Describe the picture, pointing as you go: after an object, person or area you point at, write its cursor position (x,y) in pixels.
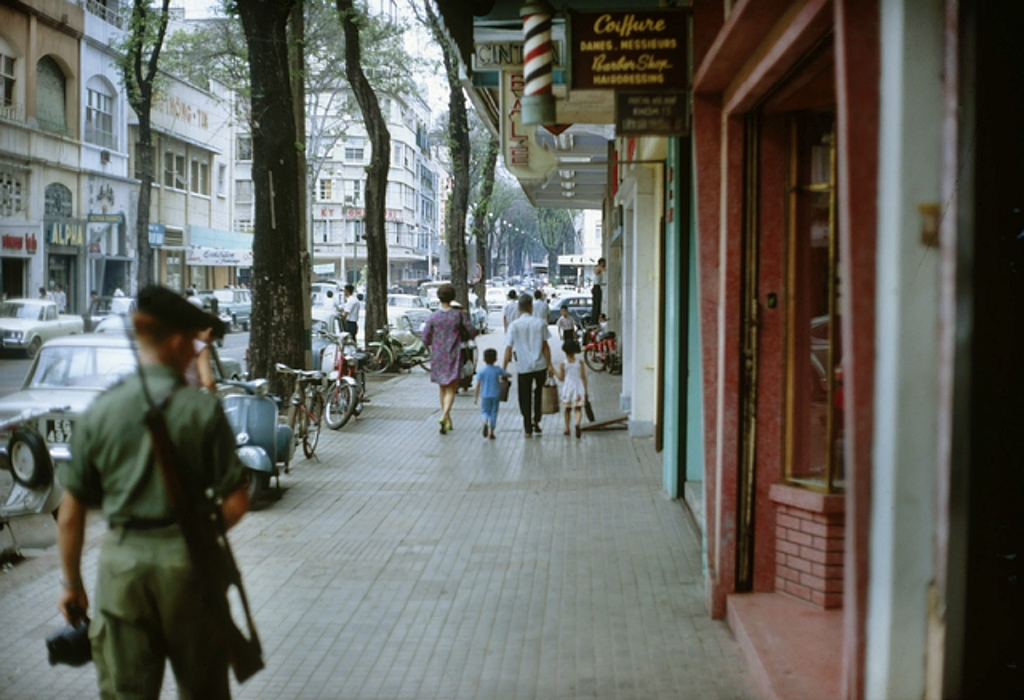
The picture is clicked outside a city. In the center of the picture (355,438) it is footpath (524,437), on the footpath (343,449) there are bicycles (296,402), vehicles (262,415) and people (495,415) walking. Towards left (187,38) there are trees (270,119), buildings (116,239), cars (56,342), people (146,327) and road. In the center of the background (514,230) there are buildings (437,228) and trees (487,226). On the right (686,457) there are buildings (664,337).
